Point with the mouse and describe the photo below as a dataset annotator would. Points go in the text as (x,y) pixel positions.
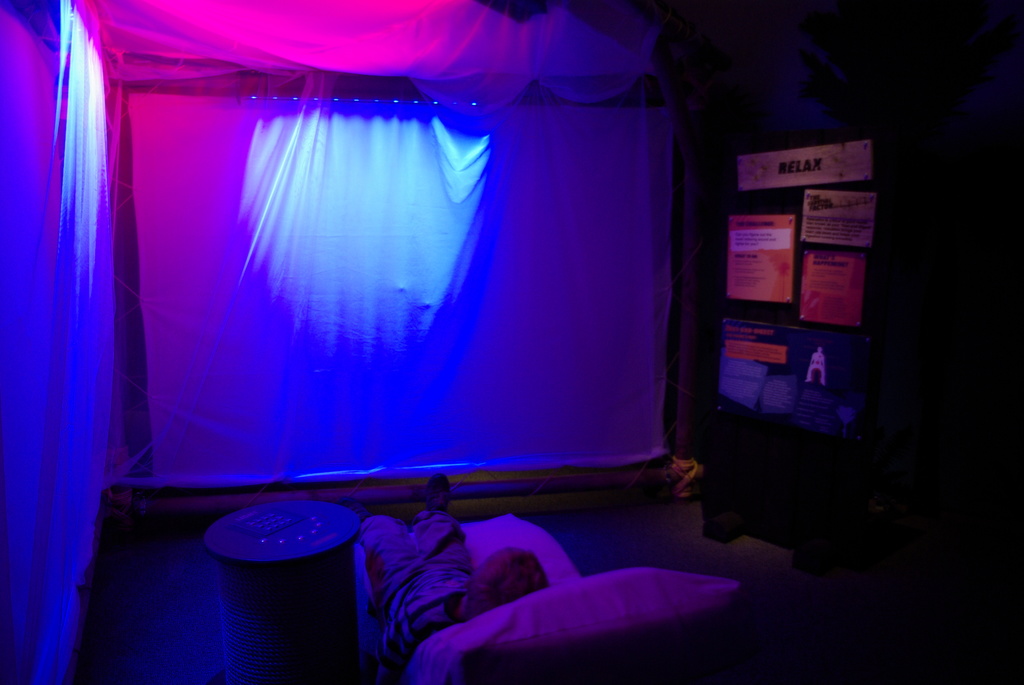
In this image we can see a person (419,586) sleeping on the couch (510,627). At the bottom (257,528) there is a table (266,623). In the background (339,324) there are curtains (243,145) and lights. On the right (832,367) we can see posters (793,248) placed on the stand (799,193).
